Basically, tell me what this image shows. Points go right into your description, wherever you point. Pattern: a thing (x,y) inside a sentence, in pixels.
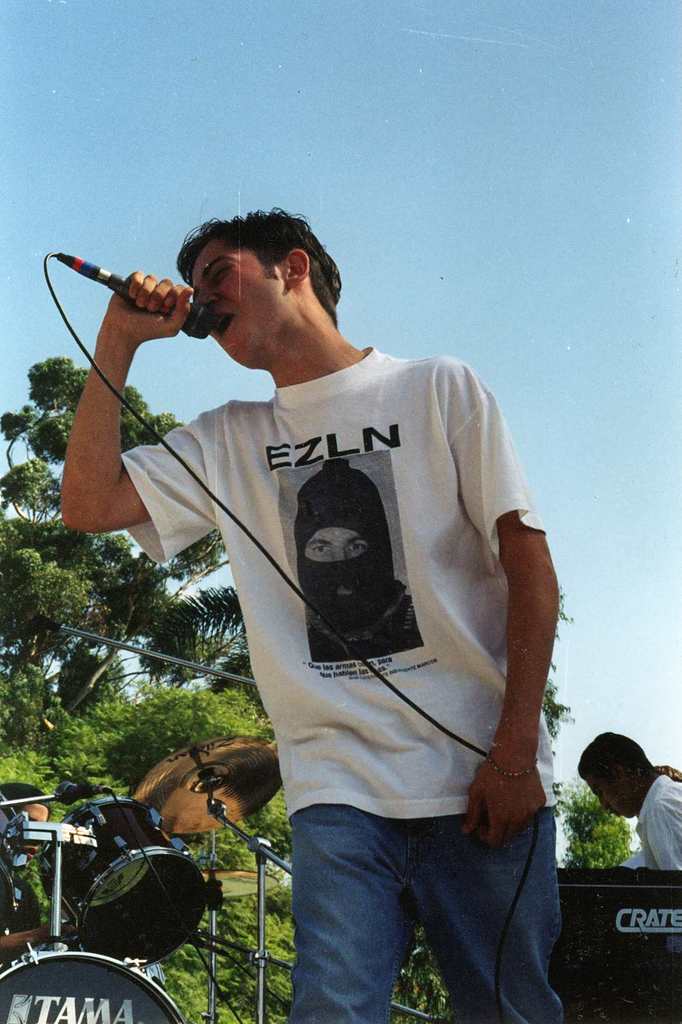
in this image the person (342,687) is singing the song with the mike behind the person (289,676) some one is playing the drums (28,833) and behind the person (428,482) some trees (127,699) are also there and the back ground (616,709) is very sunny.
